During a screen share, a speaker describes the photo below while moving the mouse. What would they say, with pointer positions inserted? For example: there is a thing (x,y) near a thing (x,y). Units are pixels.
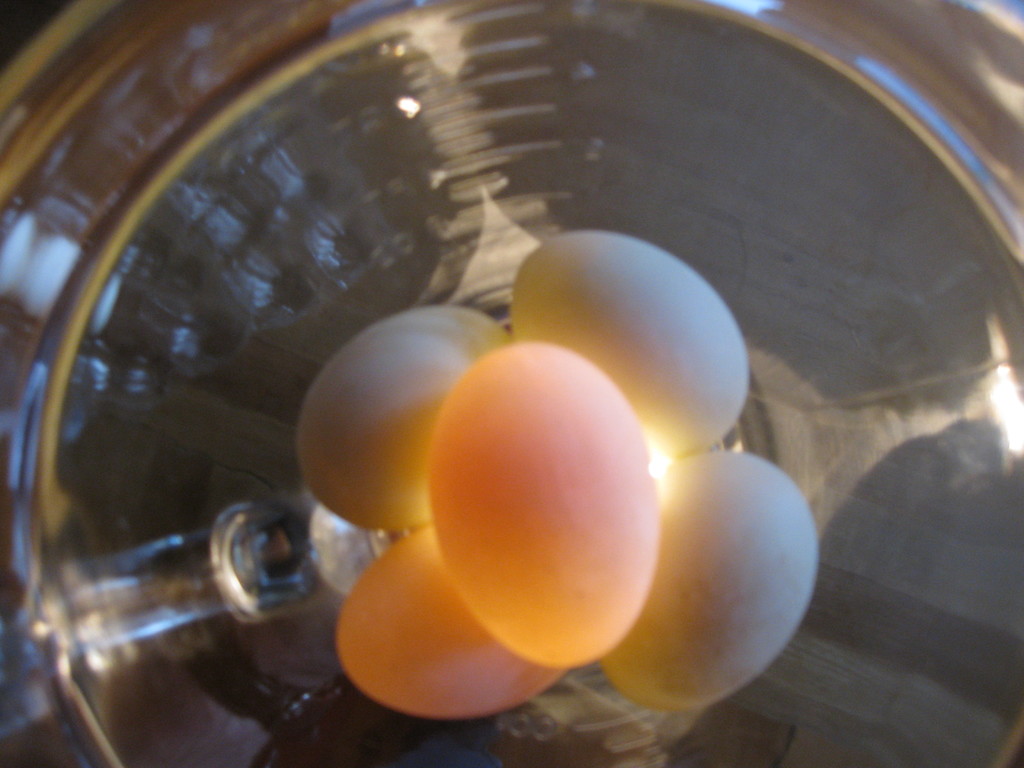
In this picture we can see eggs (476,380) in a container (490,299).
